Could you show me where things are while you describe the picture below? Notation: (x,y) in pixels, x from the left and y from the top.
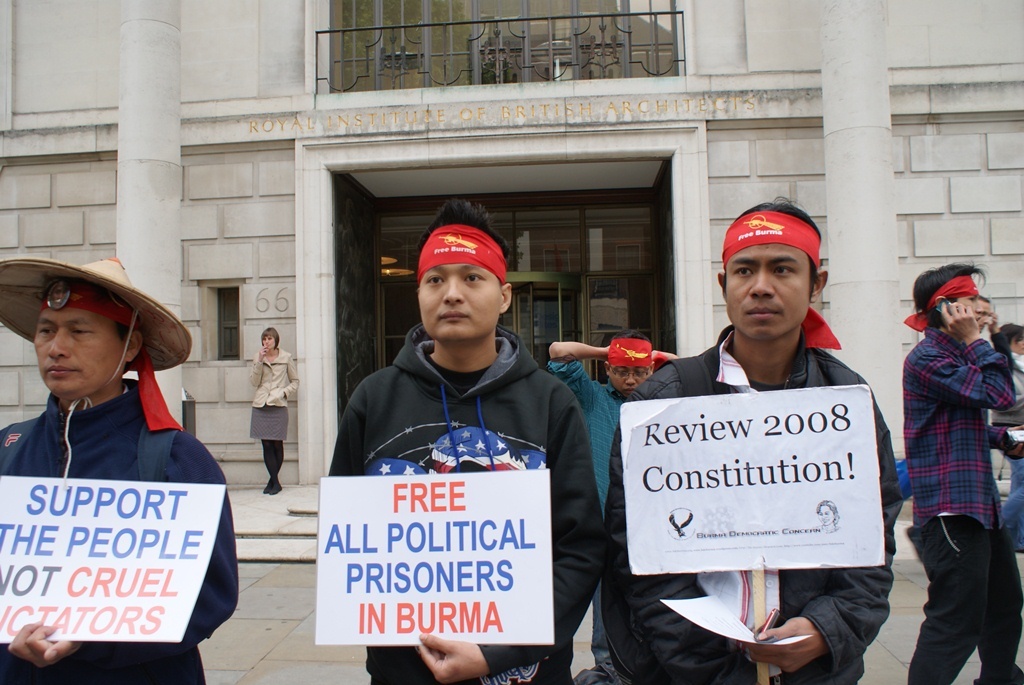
In this image we can see three people (465,286) standing on the ground (290,574) holding some boards (57,598) with text (105,586) on it. On the backside (345,354) we can see a building (285,245) with pillars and a fence (551,72). We can also see a group of people (934,383). In that a man (938,514) is holding a mobile phone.
